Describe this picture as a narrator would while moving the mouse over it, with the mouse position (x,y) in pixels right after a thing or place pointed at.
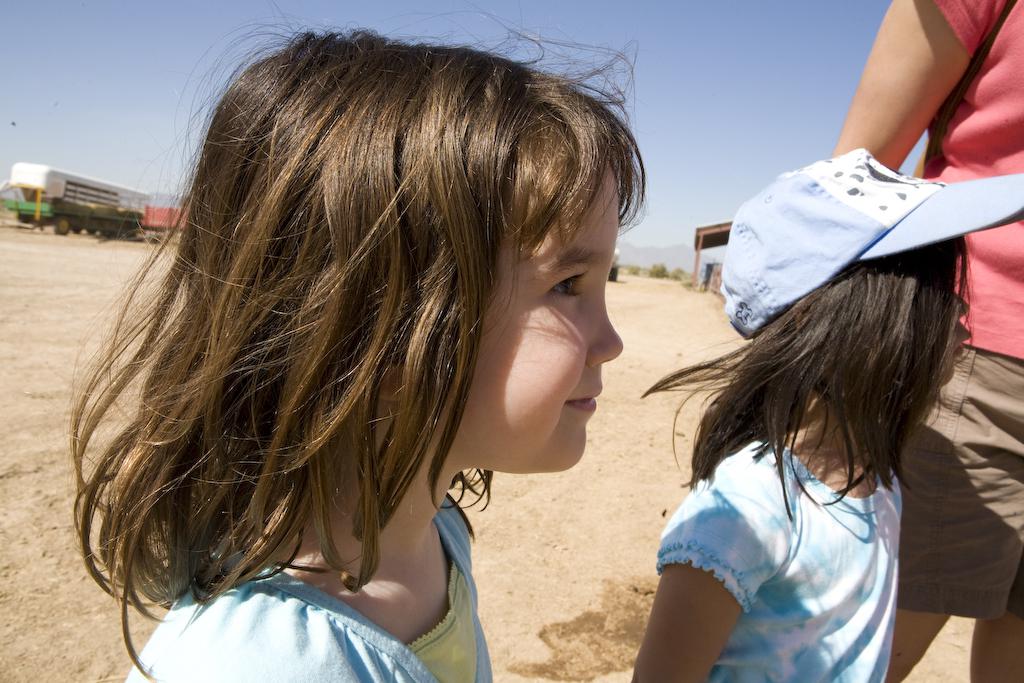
In this image there are people (761,470). In the background (37,176) we can see a vehicle (59,223). There are trees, hills (629,258) and sky (704,159).
